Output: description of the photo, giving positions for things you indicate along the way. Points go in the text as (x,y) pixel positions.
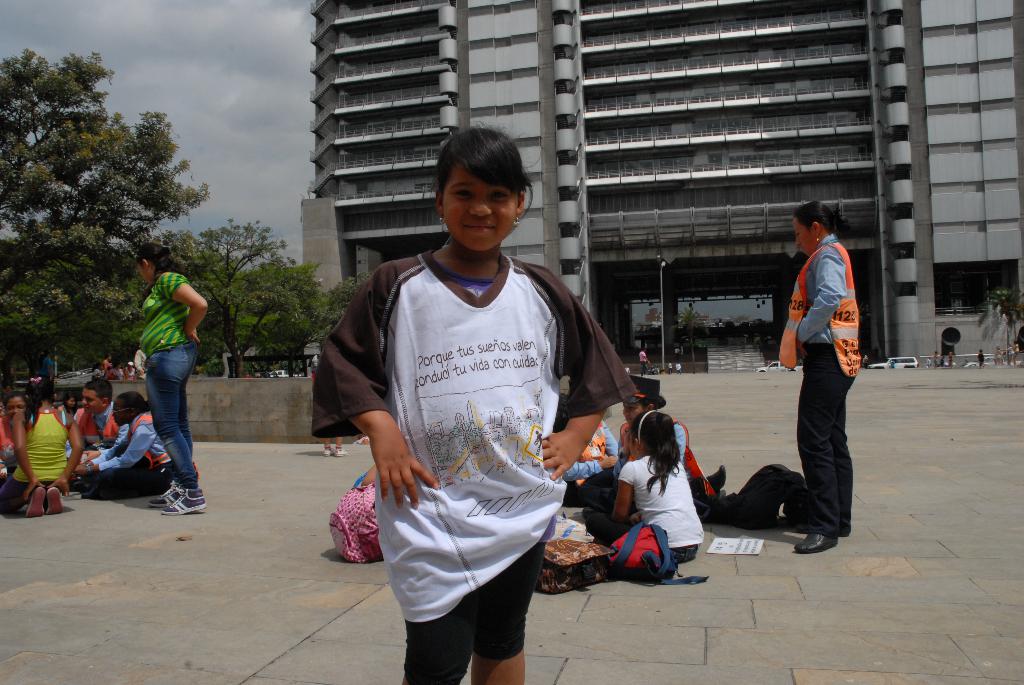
In this image we can see few people (143,421), some of them are sitting and some of them are standing and there are bags (761,486), a paper (727,538) and few objects (582,537) on the ground (248,589) and there are few trees (51,150), a building (715,146), few vehicles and the sky (223,107) with clouds (212,68) in the background (285,201).
